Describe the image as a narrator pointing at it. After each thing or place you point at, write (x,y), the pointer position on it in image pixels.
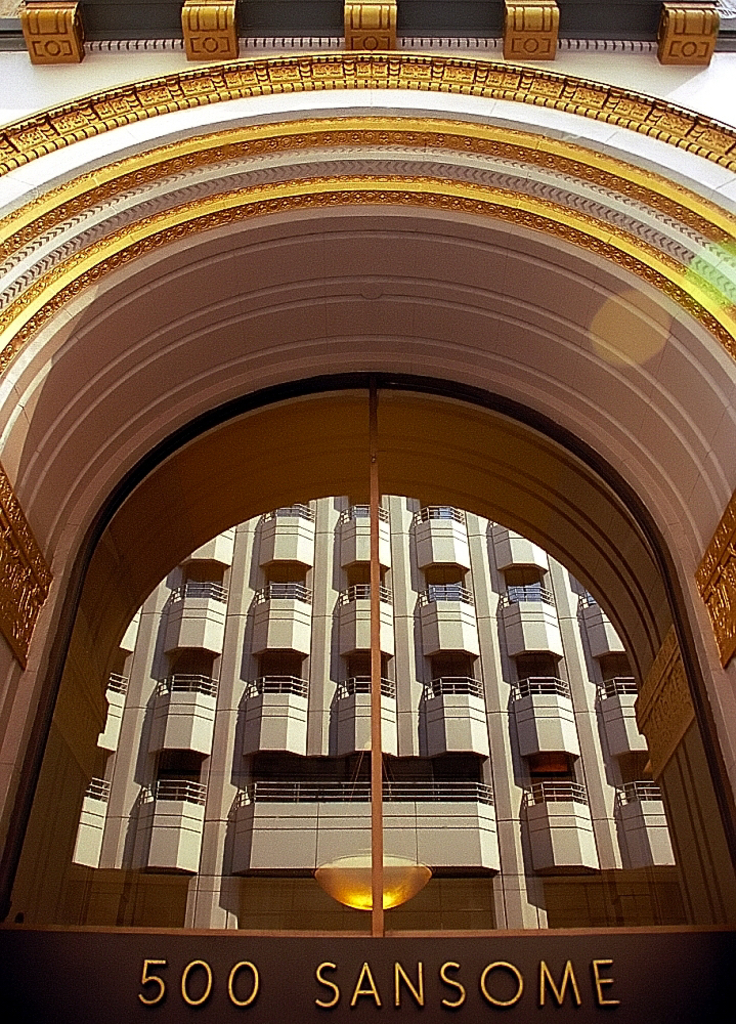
In this image I can see a building (144,472) in cream, brown and white color, and I can see something written on it.
